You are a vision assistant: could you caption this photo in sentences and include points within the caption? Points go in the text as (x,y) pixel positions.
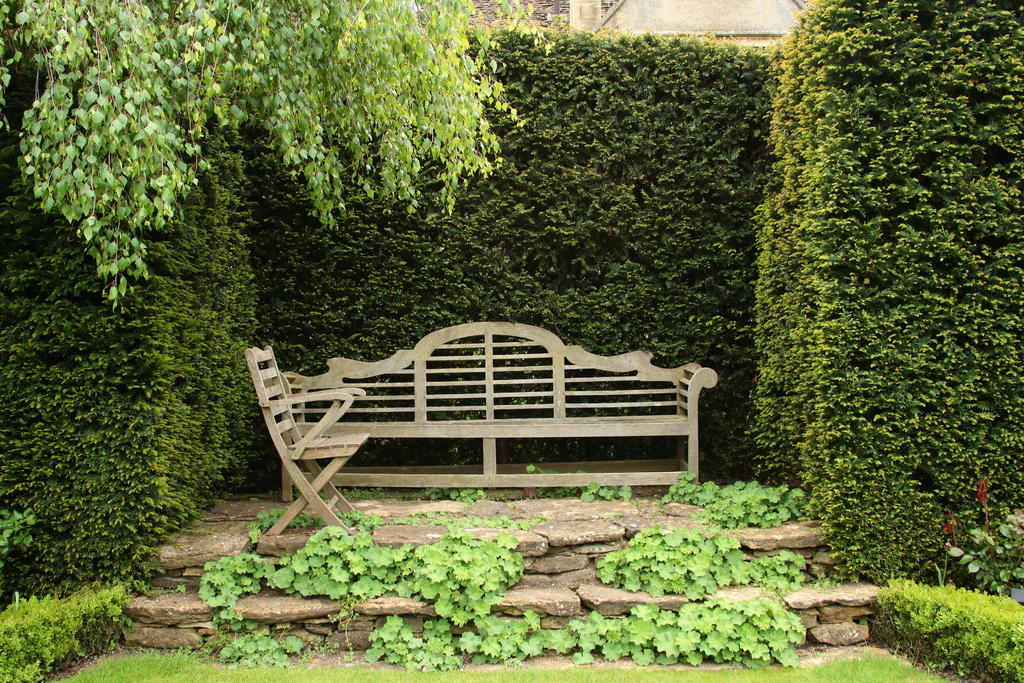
This is an outside view. In the middle of the image (415,385) there is a bench (339,430) and a chair (305,437) are placed on the stones (226,554). At the bottom (508,639) there are few plants (383,637) and grass (268,669). In the background (517,293), I can see the hedging plants (604,210). At the top of the image (336,44) the leaves (280,102) are visible and also I can see the roof (540,16) of a house (558,9).
